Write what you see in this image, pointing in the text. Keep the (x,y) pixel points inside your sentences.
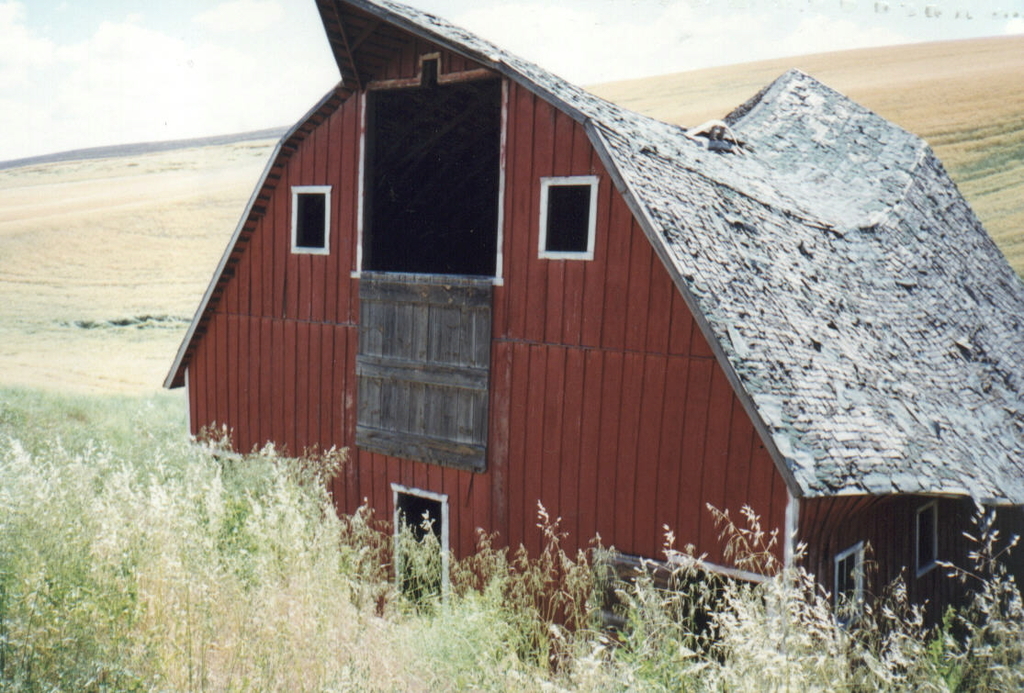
This is the picture of a building (564,353). In this image there is a building (572,185). At the back (953,97) there is grass (131,195). At the top (218,47) there is sky (207,54). At the bottom (210,628) there are plants (592,599).
